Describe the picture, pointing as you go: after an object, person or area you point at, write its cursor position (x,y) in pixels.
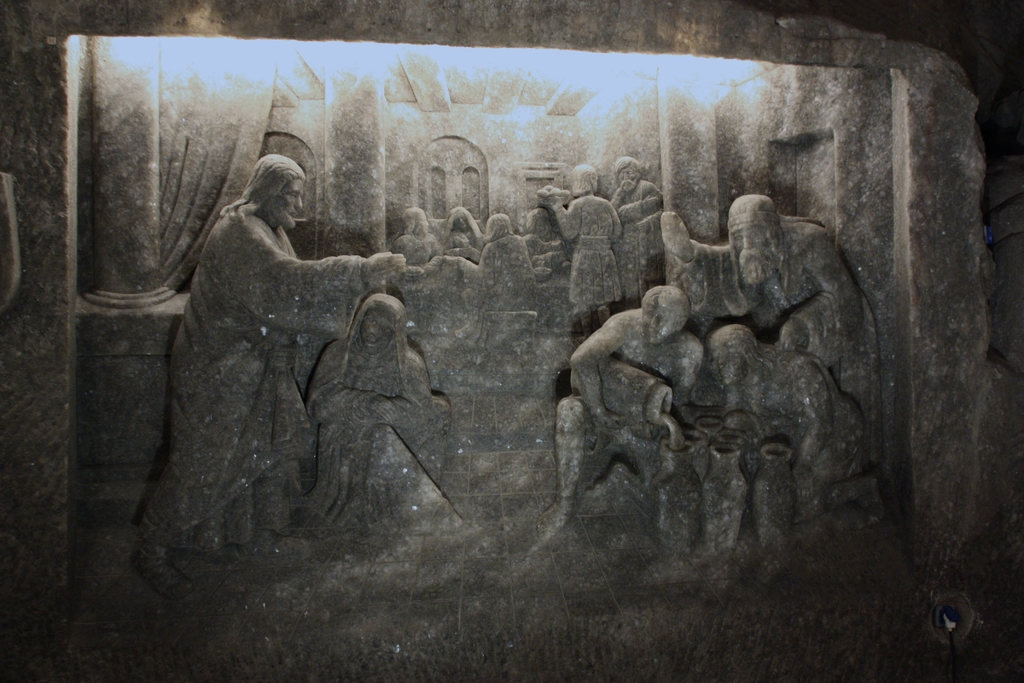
In this picture, we see the wall (23,388) and the stone carved statues (429,415). At the top (338,64), we see the lights (466,68).
